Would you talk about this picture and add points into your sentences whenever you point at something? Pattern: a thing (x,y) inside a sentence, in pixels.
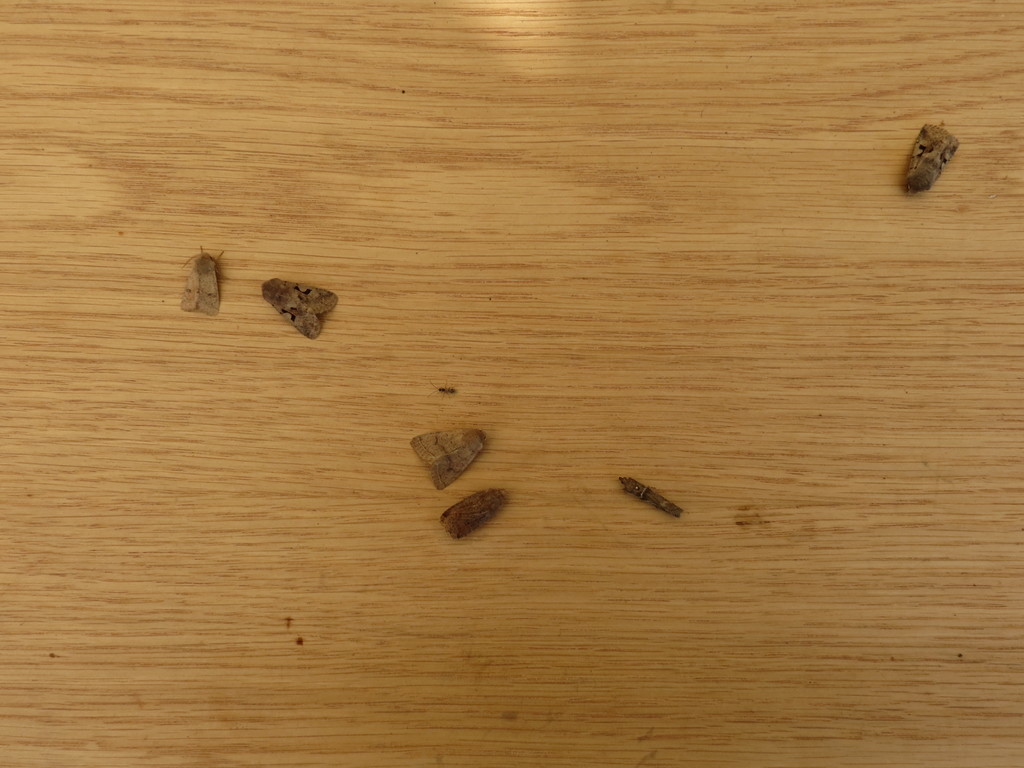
In this image we can see there are insects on the table (659,618).
